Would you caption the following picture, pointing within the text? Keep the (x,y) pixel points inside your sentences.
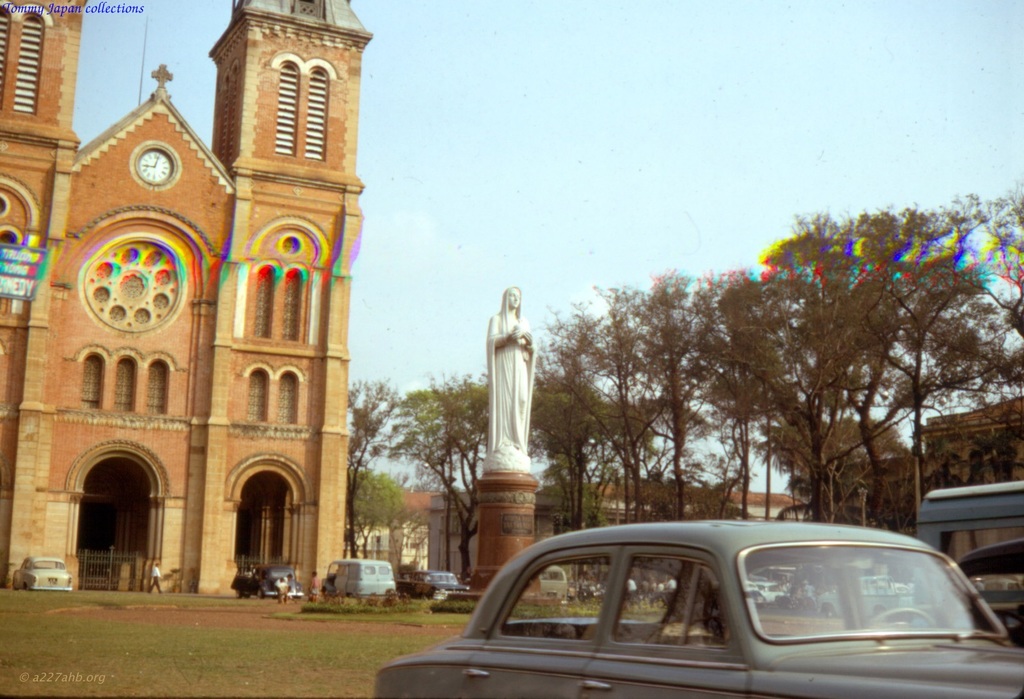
In this image, there are buildings (416,505), trees (382,497) and a church (118,440). In front of the church (190,588), I can see few people (285,600), vehicles (798,621) and a statue (512,471) on a pedestal (493,493). In the background (494,221) there is the sky (716,95). In the top left corner (117,1) and in the bottom left corner of the image (82,674), there are watermarks (107,11). On the left side of the image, I can see a board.
